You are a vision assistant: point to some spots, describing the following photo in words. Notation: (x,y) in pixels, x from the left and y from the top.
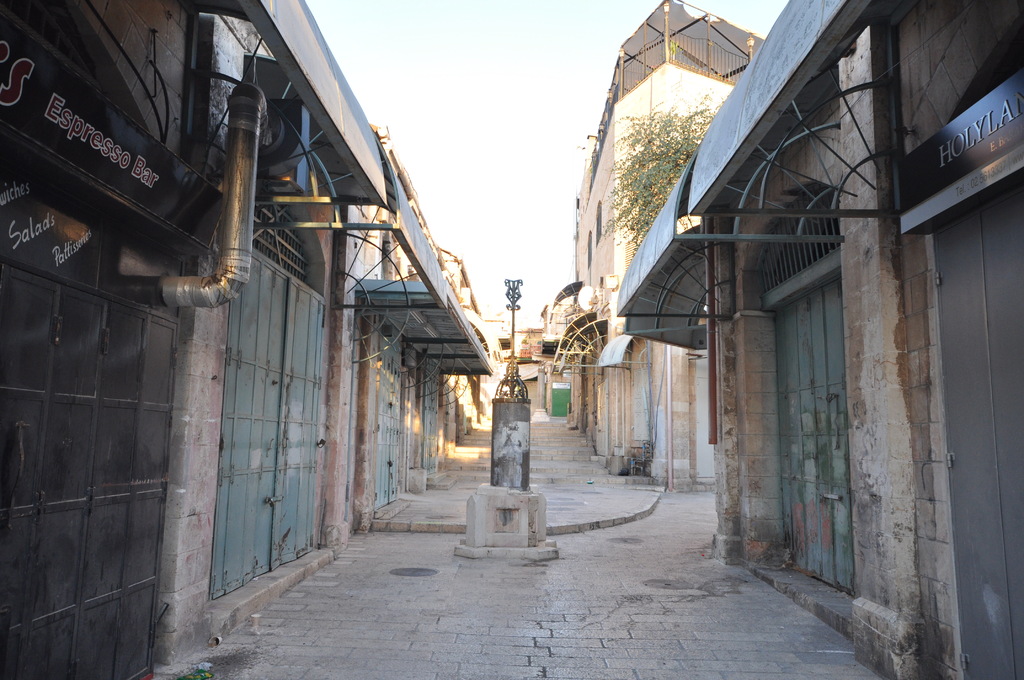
In this image we can see doors (294,390), walls (898,467), hoardings (1006,144), rods (779,208), sky (488,123), tree (641,202) and grills (284,243).
